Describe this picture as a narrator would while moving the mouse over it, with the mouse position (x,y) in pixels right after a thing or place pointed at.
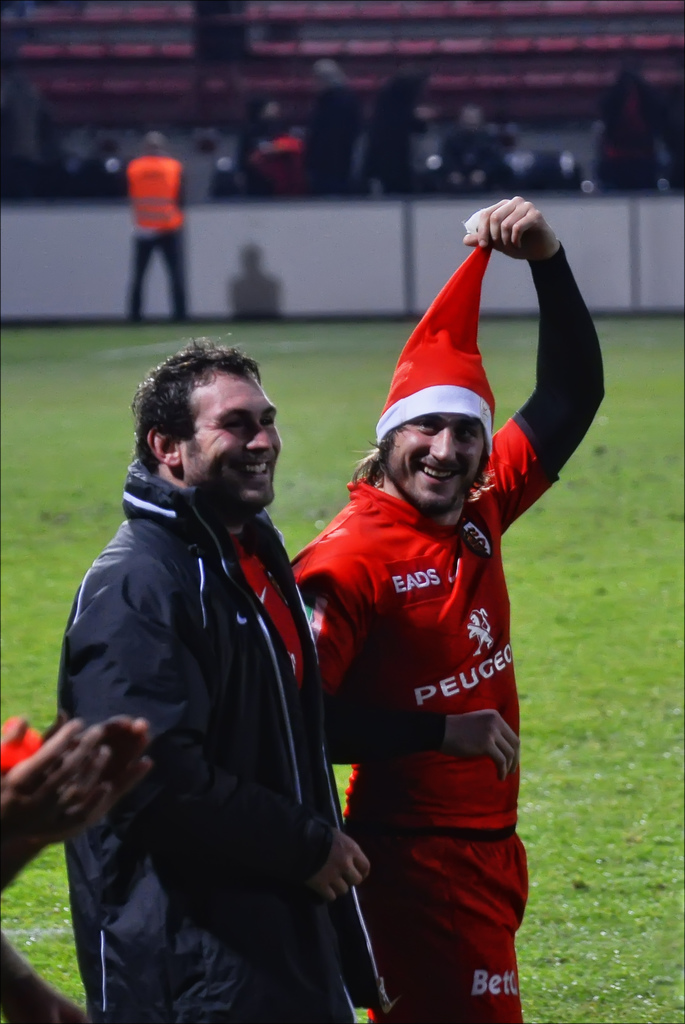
In this image there are two persons (389,428) standing, a person (453,383) holding his hat (438,367), left side (35,827) corner there are hands (77,796) of a person (77,780), and in the background (62,409) there is another person (181,309) standing, boards (438,284), grass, group of people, chairs (375,55).
